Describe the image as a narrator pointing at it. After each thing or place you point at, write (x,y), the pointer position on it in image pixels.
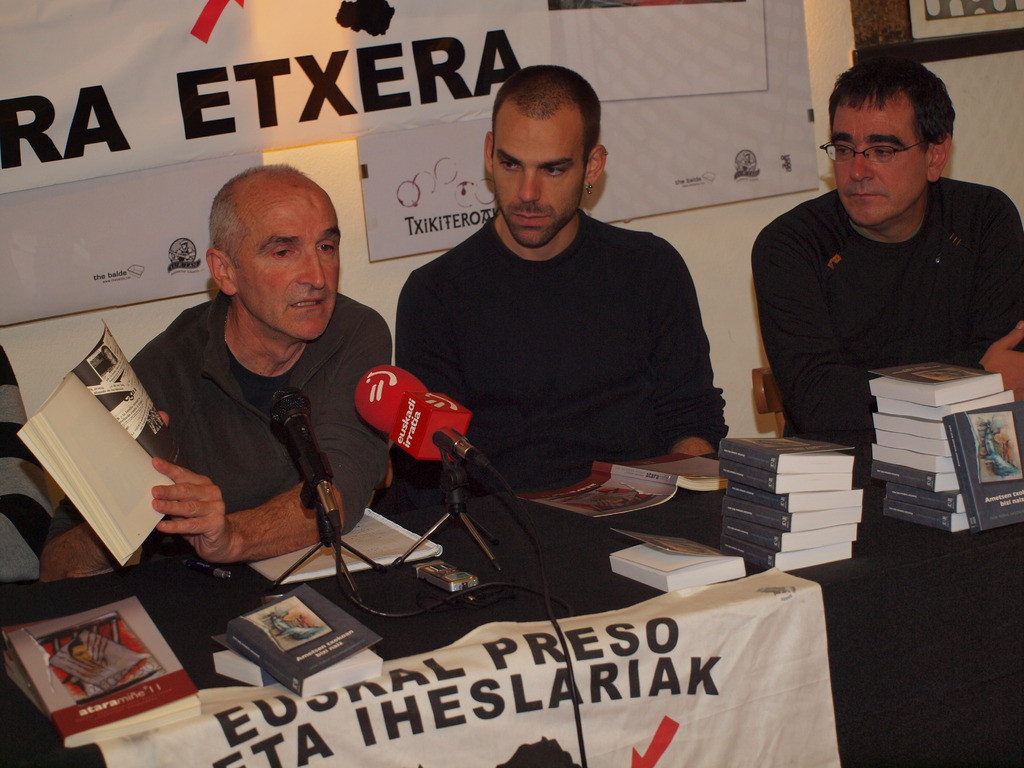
In this image people (543,296) are sitting on the chairs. In front of them there is a table (546,543) and on top of the table (875,508) there are books (640,494), mike's (380,404). At the back side (712,196) there are banners (291,66) attached to the wall (360,213).
